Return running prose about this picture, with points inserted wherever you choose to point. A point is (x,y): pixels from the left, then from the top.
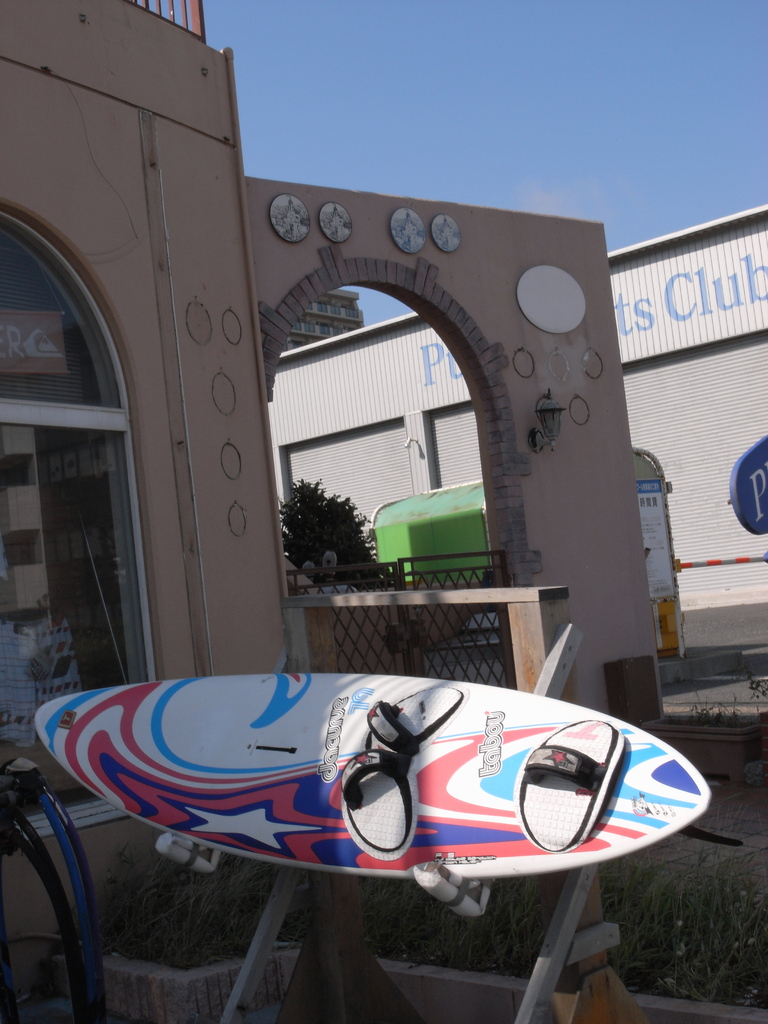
In this image there is a surfing board (283,748), in the background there are buildings (520,413) and there is the sky (417,130).
